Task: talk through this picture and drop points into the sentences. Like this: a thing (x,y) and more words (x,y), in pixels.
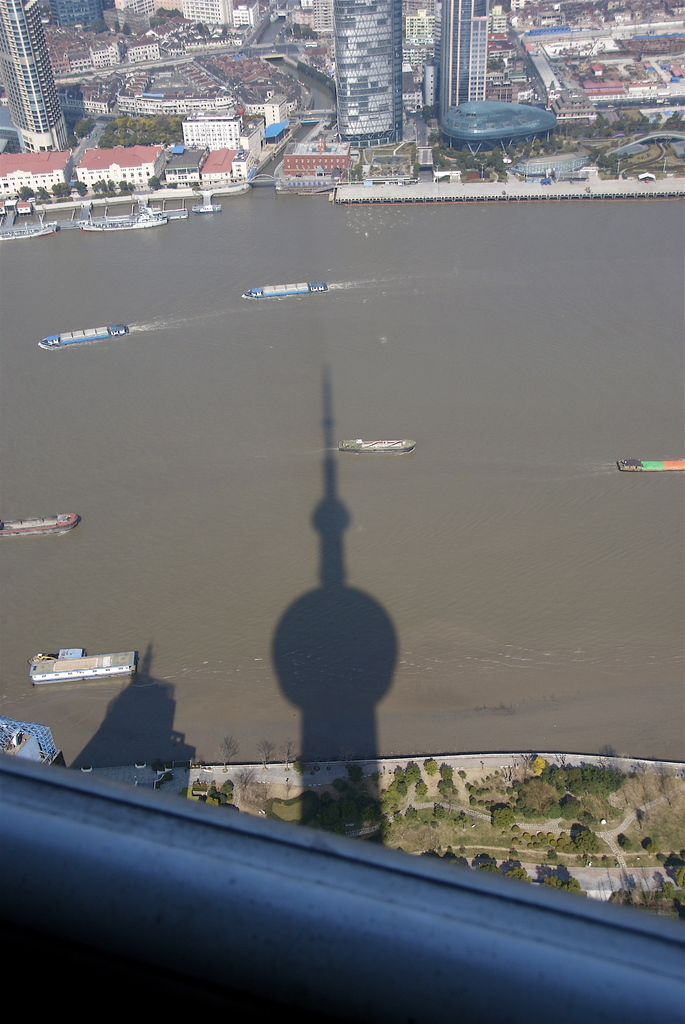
As we can see in the image there is water (241,461), boats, trees (355,792) and buildings (230,27).
